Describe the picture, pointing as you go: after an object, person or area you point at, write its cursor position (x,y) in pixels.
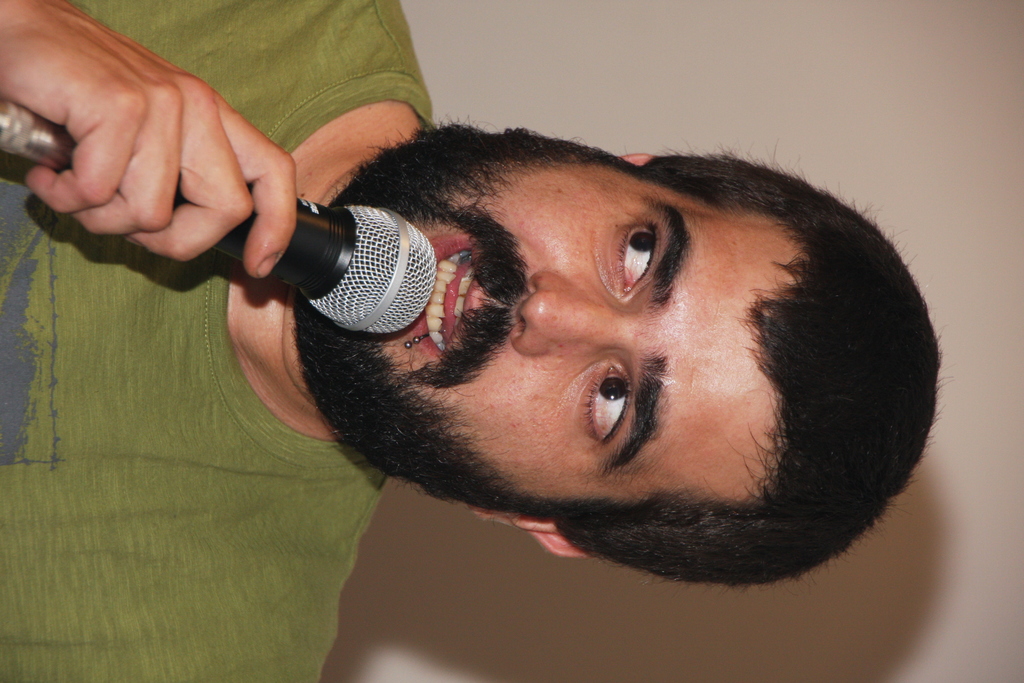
In this image, There is a man (63,584) standing and holding a microphone (294,263) which is in black color, He is speaking in the microphone (309,268), In the background (673,74) there is a white color wall (757,76).
